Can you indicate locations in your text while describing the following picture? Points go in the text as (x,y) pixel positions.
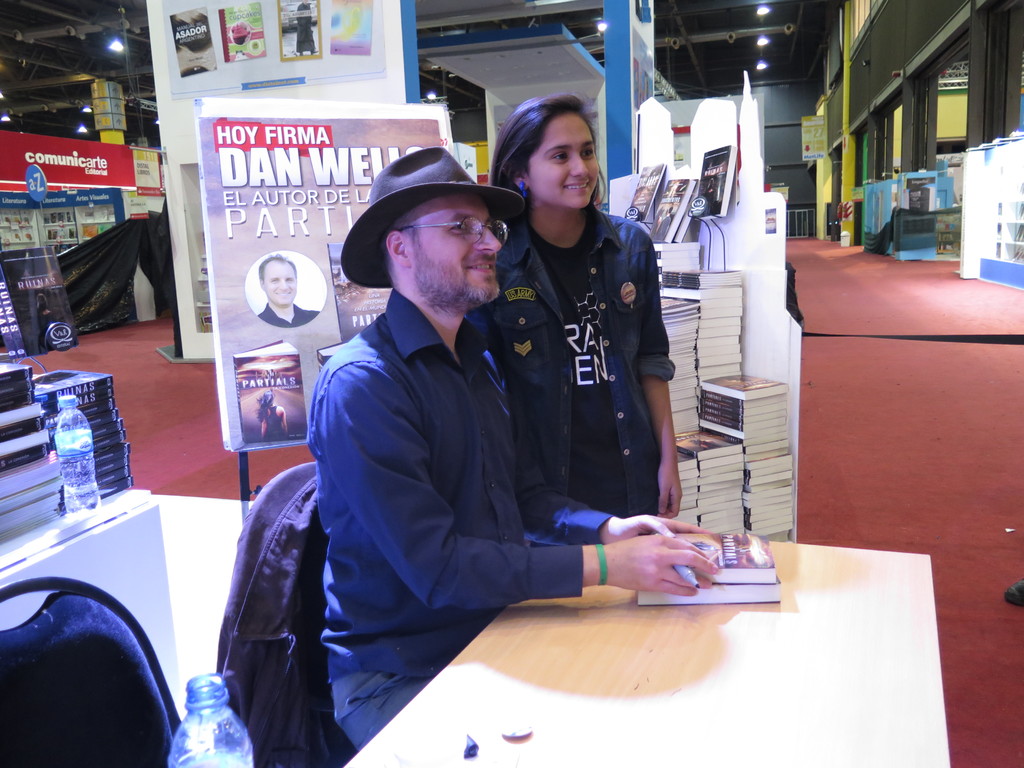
This picture might be taken inside a room (872,471). In this image, in the middle (440,404), we can see two people (583,277) man (505,406) and woman (564,279), man (481,505) is sitting on the chair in front of the table (756,672). On that table (749,685), we can see some books (747,559) and a water bottle (194,765). In the background (323,245), we can see some books (725,361), hoardings (309,243), glass windows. On the top (672,53), we can see a roof (672,53).
